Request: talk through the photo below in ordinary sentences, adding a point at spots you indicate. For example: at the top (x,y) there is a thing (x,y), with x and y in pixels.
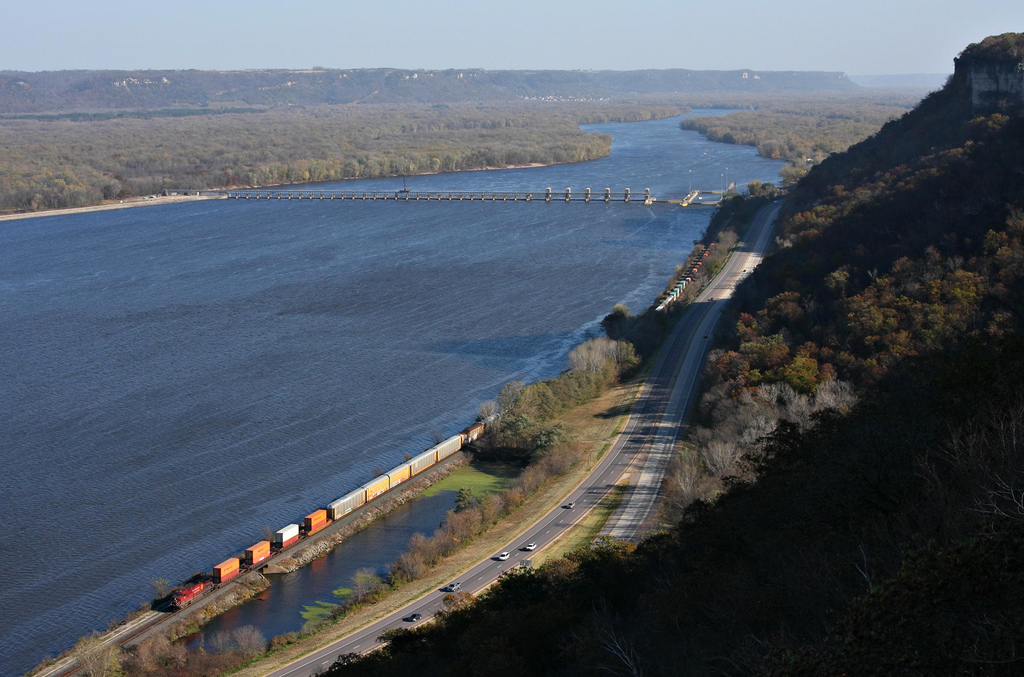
In the image we can see the road (635,417), vehicles (531,543) on the road (562,522), train (338,504), grass (561,542), trees (509,498), water (610,273), mountain (973,67) and a sky (462,8).
